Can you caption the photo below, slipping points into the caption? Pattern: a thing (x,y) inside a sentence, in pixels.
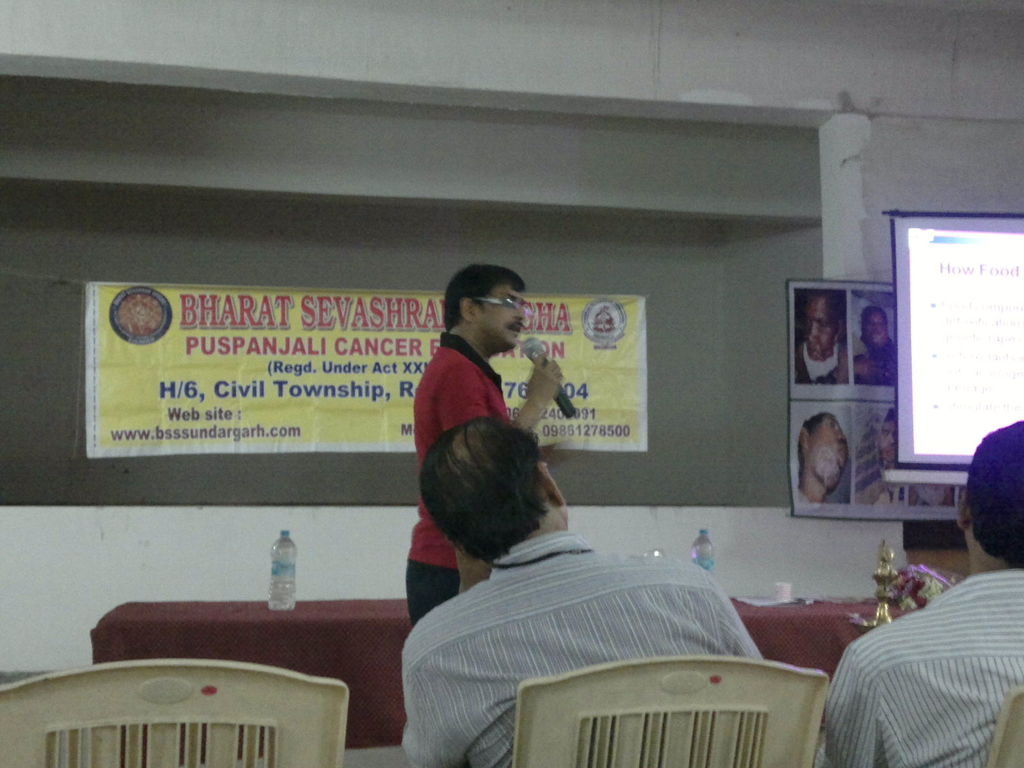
On the right side (920,642), there are two persons (990,625) sitting on chairs (677,754). On the left side (197,724), there is a chair (332,764). In the background (470,290), there is a person (506,315) in a red color t-shirt (427,375), holding a mic (532,344) with a hand (555,371), speaking and standing, beside him, there are bottles (707,558) and other objects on the table (358,644) which is covered with a cloth (215,623), there is a banner (174,447), there is a screen (919,269) and there is a white wall (723,35).
